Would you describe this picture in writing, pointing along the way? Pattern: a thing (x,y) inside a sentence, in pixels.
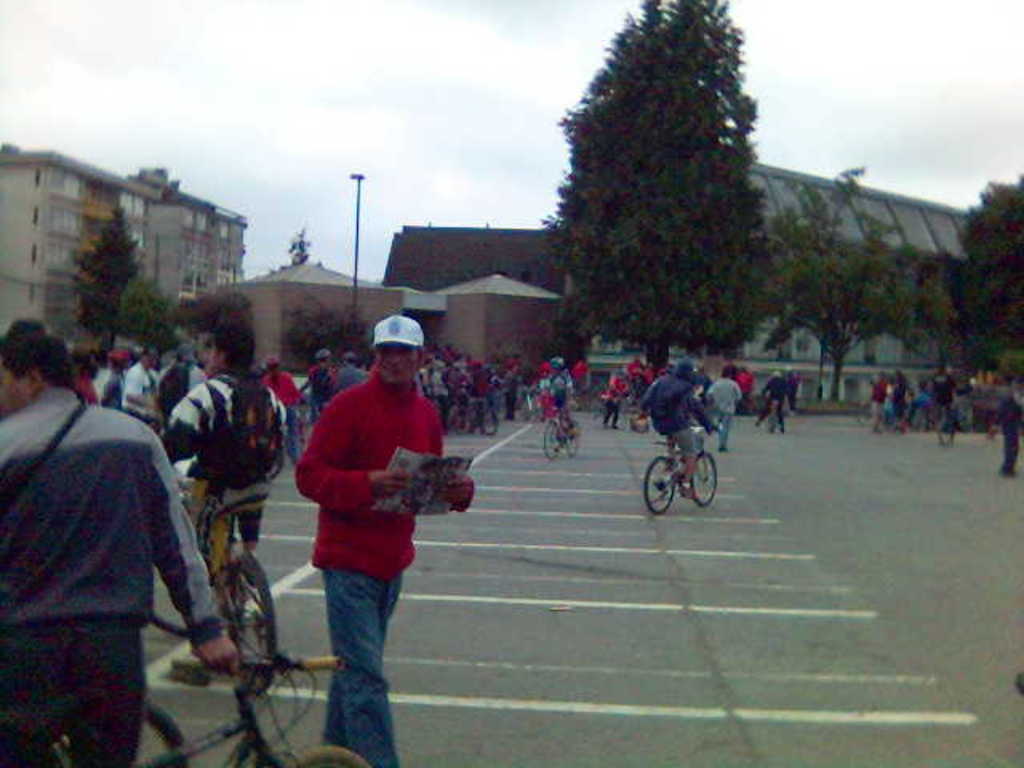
In this image I can see number of persons (349,447) are standing on the road (600,454) and few of them are riding bicycles (575,445). In the background (135,294) I can see few trees (146,301), few buildings (62,253), a metal pole (354,235) and the sky (326,82).
